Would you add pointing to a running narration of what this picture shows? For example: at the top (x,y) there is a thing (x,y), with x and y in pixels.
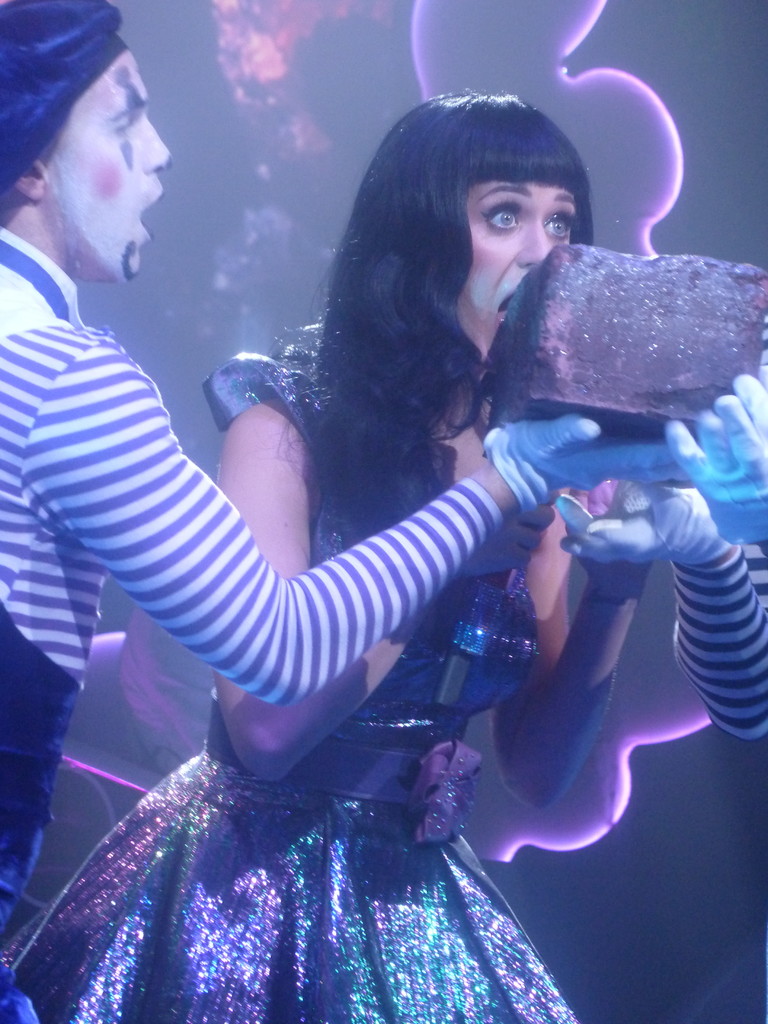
On the left side (115,263), there is a person (59,260) in a T-shirt (42,341), holding a cake (644,305) and speaking. In the middle of this image (258,365), there is a woman (485,226) eating this cake (517,292). On the right side (709,463), there is a person (723,605), holding this cake (727,378). In the background (645,2), there is a screen (135,615). And the background (581,858) is dark in color.
